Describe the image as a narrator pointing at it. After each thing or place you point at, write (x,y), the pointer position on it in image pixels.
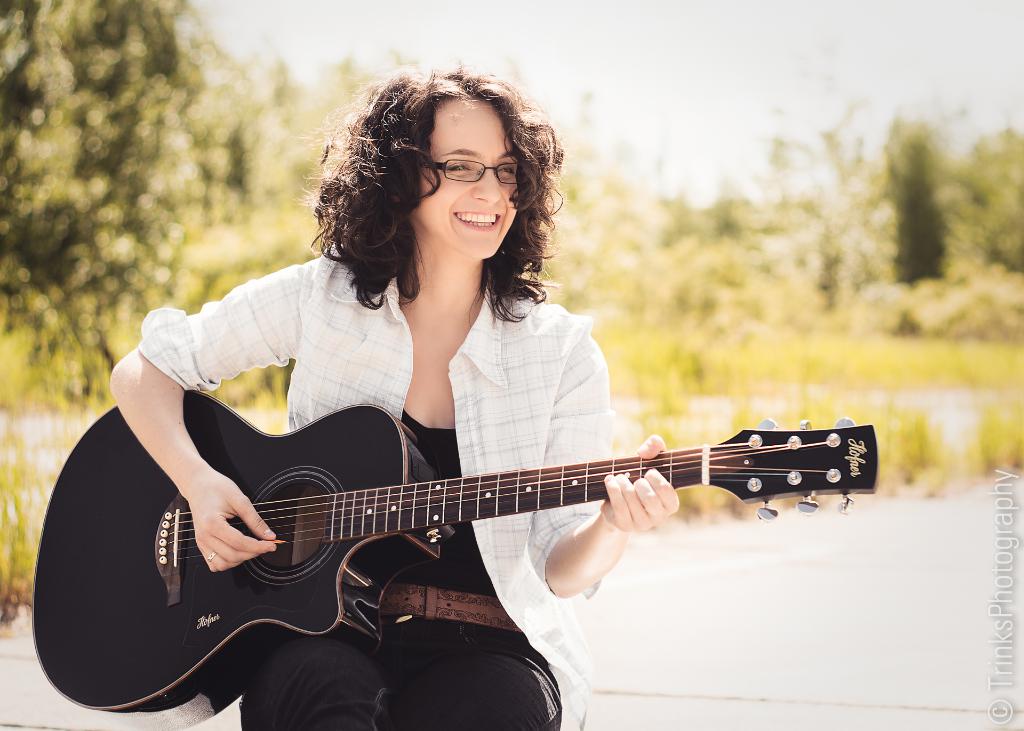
In the image there is a woman (384,327) playing a guitar (456,503) and the background (209,139) is grass (822,332) and trees (194,125).
